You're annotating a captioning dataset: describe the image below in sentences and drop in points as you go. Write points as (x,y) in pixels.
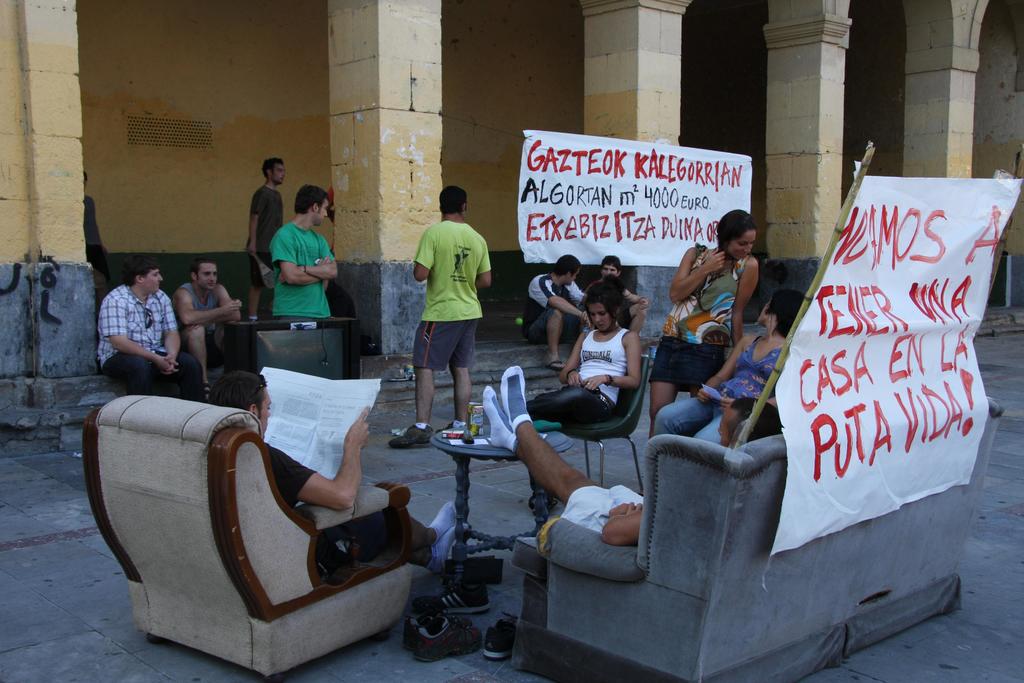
There is a group of people (655,369). They are sitting on a chairs (567,428) and sofa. Some persons (472,316) are standing. On the left side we have a person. He is reading a paper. There is a table (566,442). There is a bottle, paper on a table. We can see in background (235,268) pillar (63,302), wall (171,252) and banner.
